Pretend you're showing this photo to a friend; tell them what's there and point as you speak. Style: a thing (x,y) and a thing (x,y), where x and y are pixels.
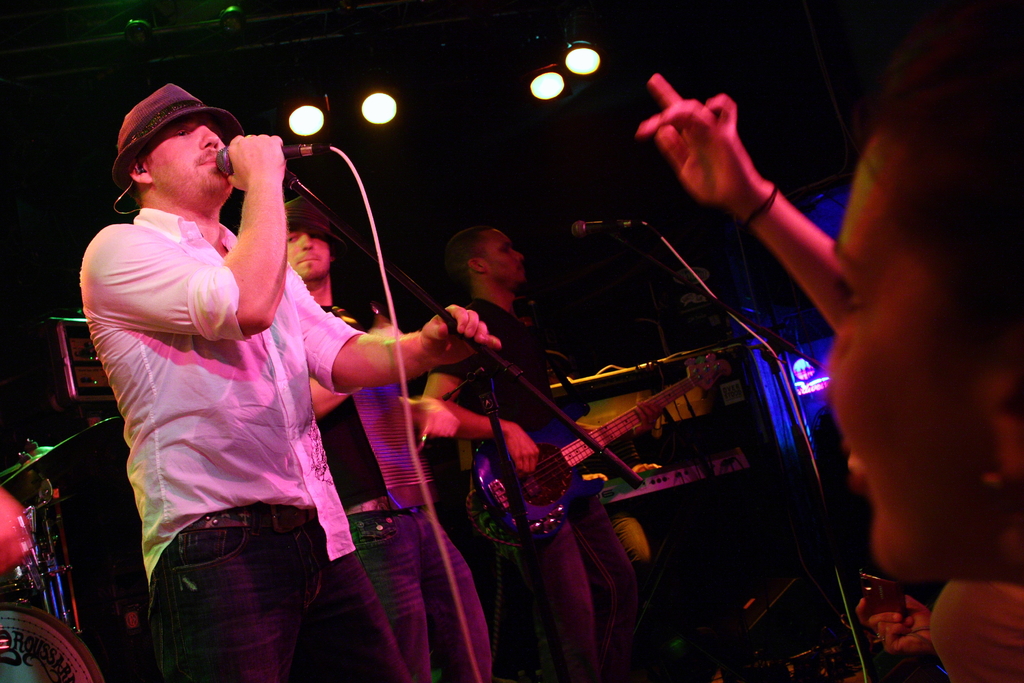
In this picture we can see man (161,331) wore cap (160,126) holding mic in his hand (256,174) and singing and beside to them we can see persons (532,361) playing guitar (633,419), drums (45,481), keyboard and in front of them we can see other person (846,368).
